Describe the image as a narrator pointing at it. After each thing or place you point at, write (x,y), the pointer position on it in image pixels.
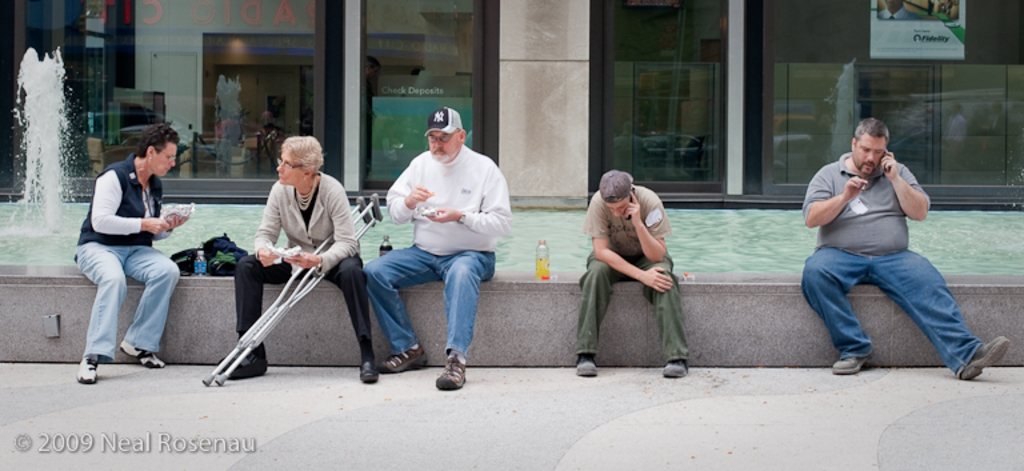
In this image I can see group of people (672,333) sitting. In front (438,269) the person (431,250) is wearing white shirt (446,234), blue pant (452,276) and the person (329,204) at left (302,167) is holding two sticks (369,226). Background (42,117) I can see a fountain (29,162) and I can also see few glass doors (653,93) and the wall (544,97) is in cream color.
